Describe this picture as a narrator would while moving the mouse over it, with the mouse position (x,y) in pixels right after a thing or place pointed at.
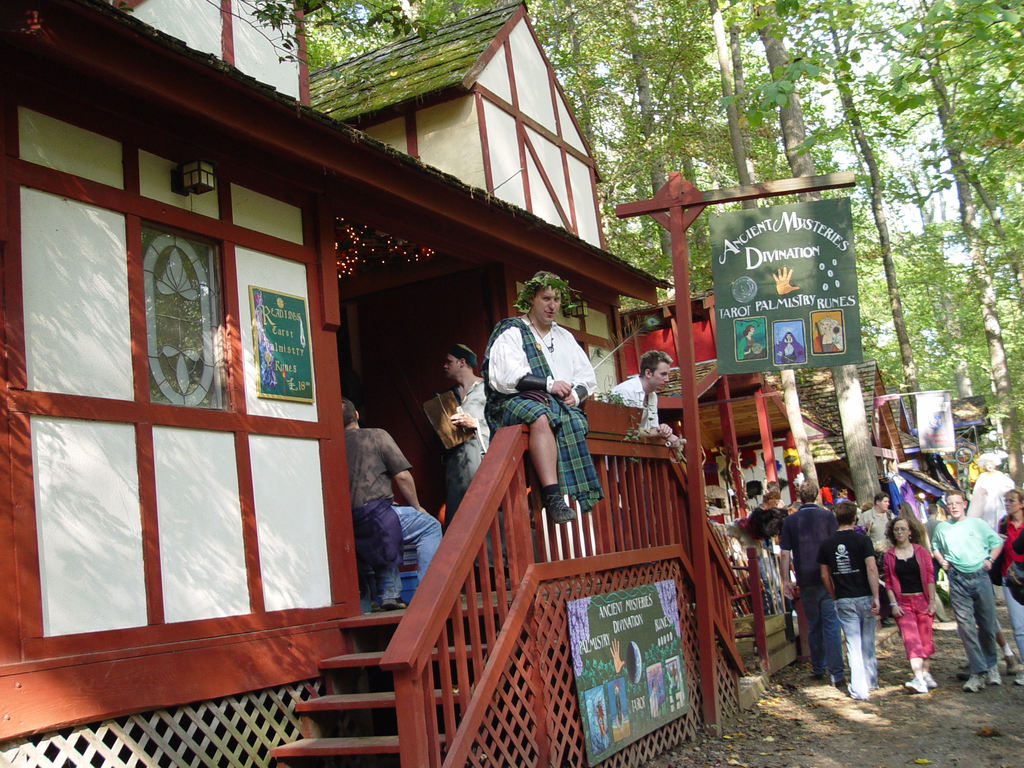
In this image we can see some houses (769,397), some banners (770,314), some people (410,479) are sitting, some boards (651,645) with some text (290,343) and images (256,298). There is one light (212,175) attached to the wall (214,217), some objects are on the surface (898,756), some people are walking, some people (842,515) are standing and some people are holding some objects (447,401). Some trees (1020,325), one plant pot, some dried leaves (804,697) on the surface (957,677) and at the top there is the sky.
